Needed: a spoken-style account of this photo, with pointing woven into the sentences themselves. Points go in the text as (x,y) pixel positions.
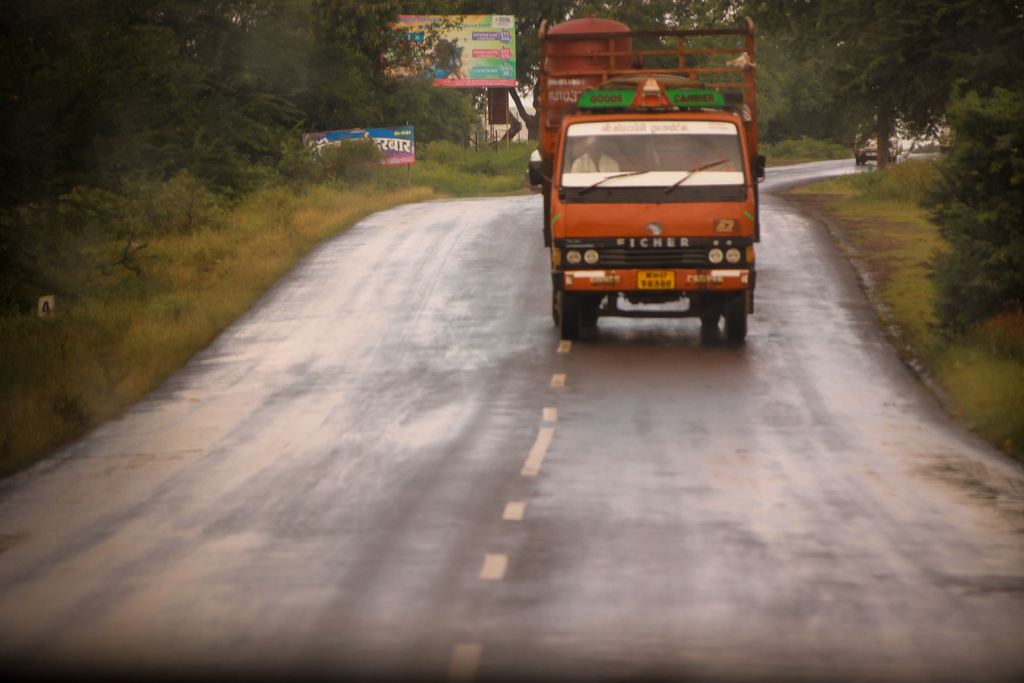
In this picture I can observe a lorry (545,171) moving on the road (411,385). On either sides of the road (677,386) I can observe some plants (142,213) and trees (151,21) on the ground (906,244).
